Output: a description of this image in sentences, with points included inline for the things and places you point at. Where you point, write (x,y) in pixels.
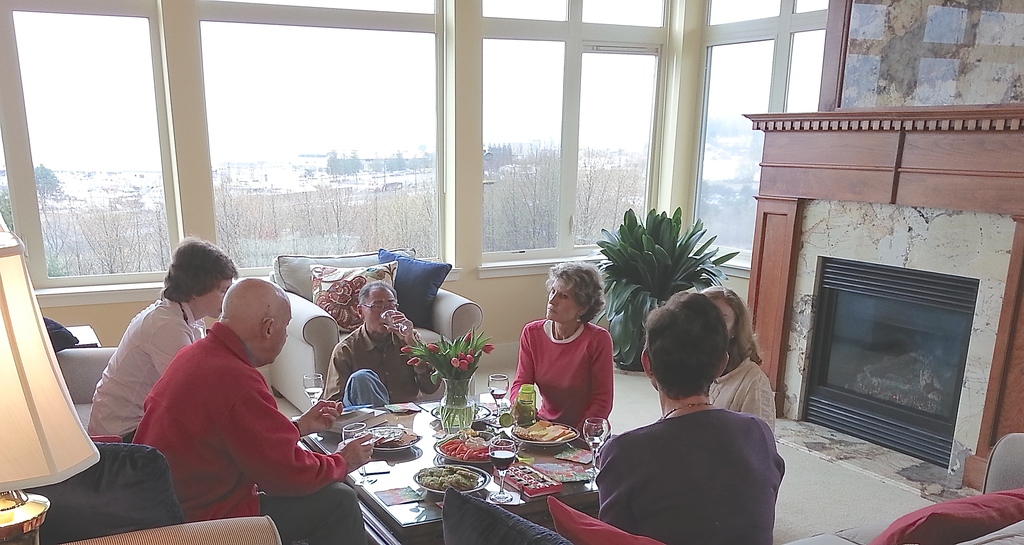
There are six people (412,332) sitting around the table (406,510), at the back of these persons (101,422) there is a sofa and few pillows (330,303) are arranged on it. On the right side of the image (849,152) there is a fireplace (783,147). In the background (208,95) I can see glass (374,121). This is a picture clicked inside the room (458,208). There are some plants (530,177) and trees (537,164) outside the room (567,224). There is a green plant (643,276) at the corner of this room (658,281).
